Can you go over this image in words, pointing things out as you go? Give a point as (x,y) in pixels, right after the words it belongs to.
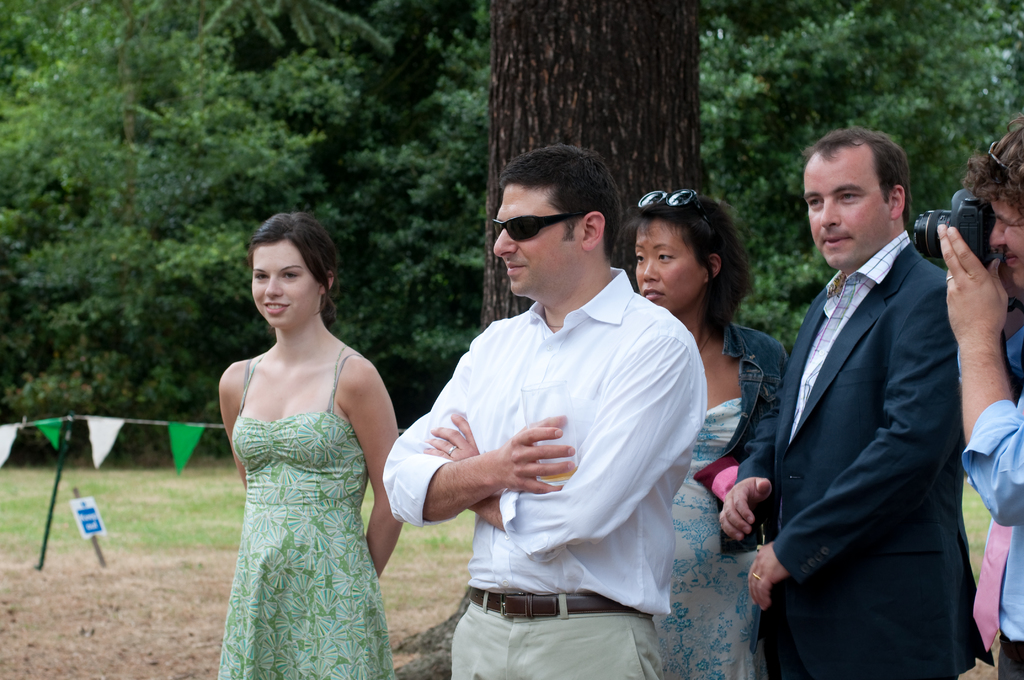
In the image in the center (512,381) we can see few people (897,417) were standing and they were smiling, which we can see on their faces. And the right side person (990,322) is holding camera (995,222). in the background (908,5) we can see trees (949,38), grass (163,489), sign board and garland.
